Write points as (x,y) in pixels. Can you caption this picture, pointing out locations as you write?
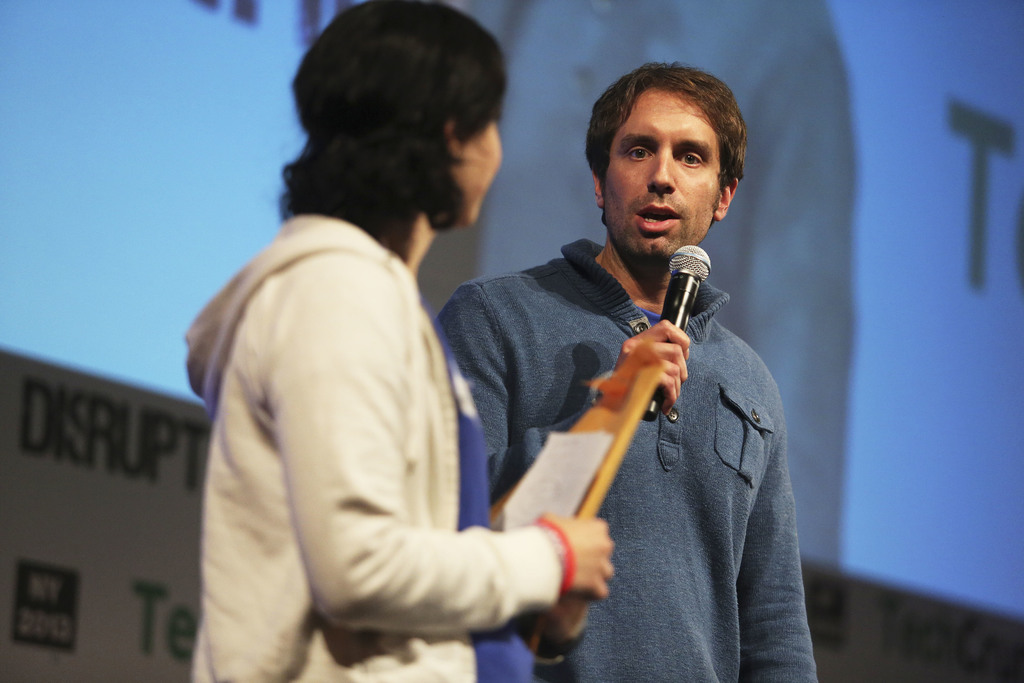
The person (703,456) wearing blue dress (708,477) is standing and speaking in front of a mic (678,300) and there is another person (443,443) standing beside him.
